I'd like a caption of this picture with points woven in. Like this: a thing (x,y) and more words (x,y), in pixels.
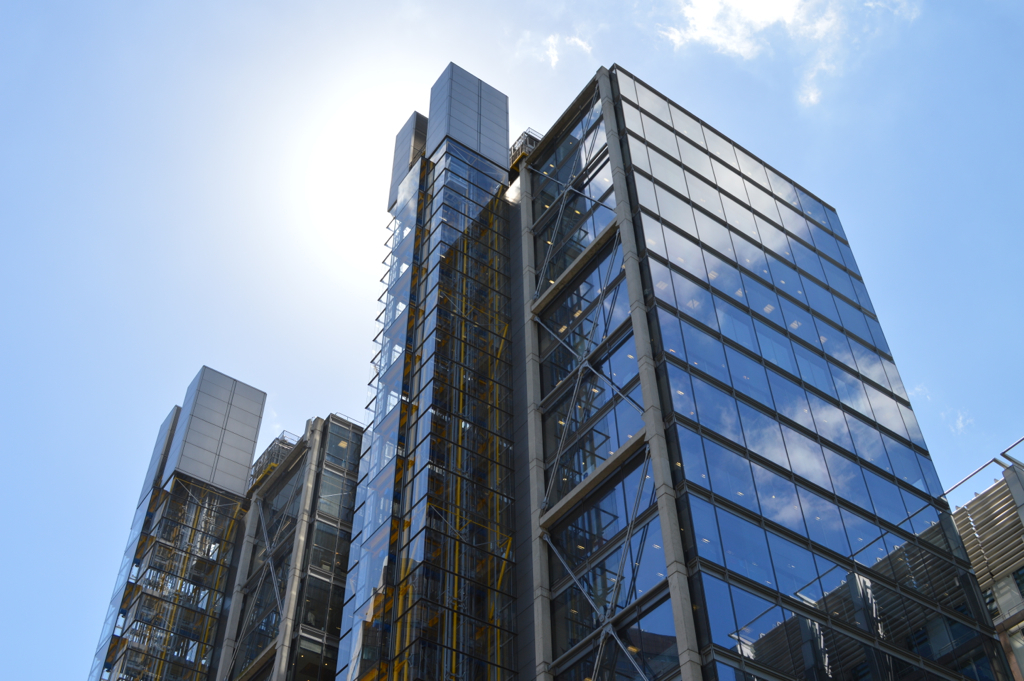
This picture might be taken from outside of the building (498,530) and it is sunny. In the background (272,34), we can see a sky (294,248).
